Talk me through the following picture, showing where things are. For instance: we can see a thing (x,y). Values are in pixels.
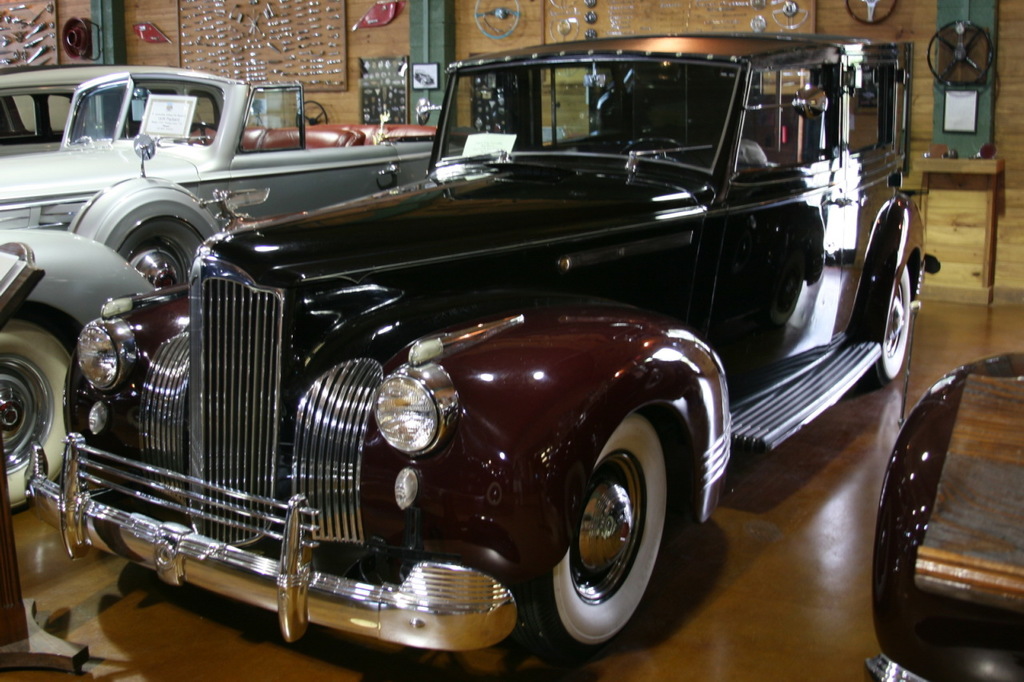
In this picture I can observe cars (677,462) parked on the floor (100,612). In the background (562,41) I can observe steering wheels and wrenches (254,38) on the wall (1002,27).
